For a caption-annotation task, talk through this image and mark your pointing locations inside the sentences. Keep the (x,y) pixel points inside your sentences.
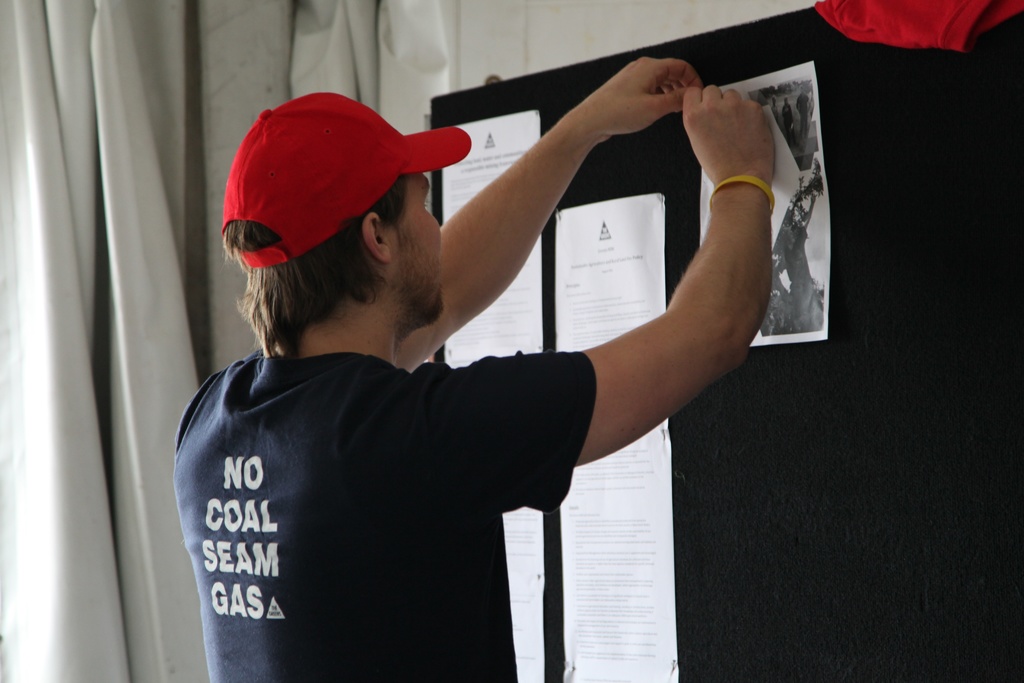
In this image I can see a person (396,508) wearing black t shirt (377,493), red cap (295,172) is standing and holding a paper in his hand (692,104). I can see a black colored board (936,264) in front of him to which I can see few papers (568,286) are attached. In the background (130,284) I can see the white colored curtain (160,165).
